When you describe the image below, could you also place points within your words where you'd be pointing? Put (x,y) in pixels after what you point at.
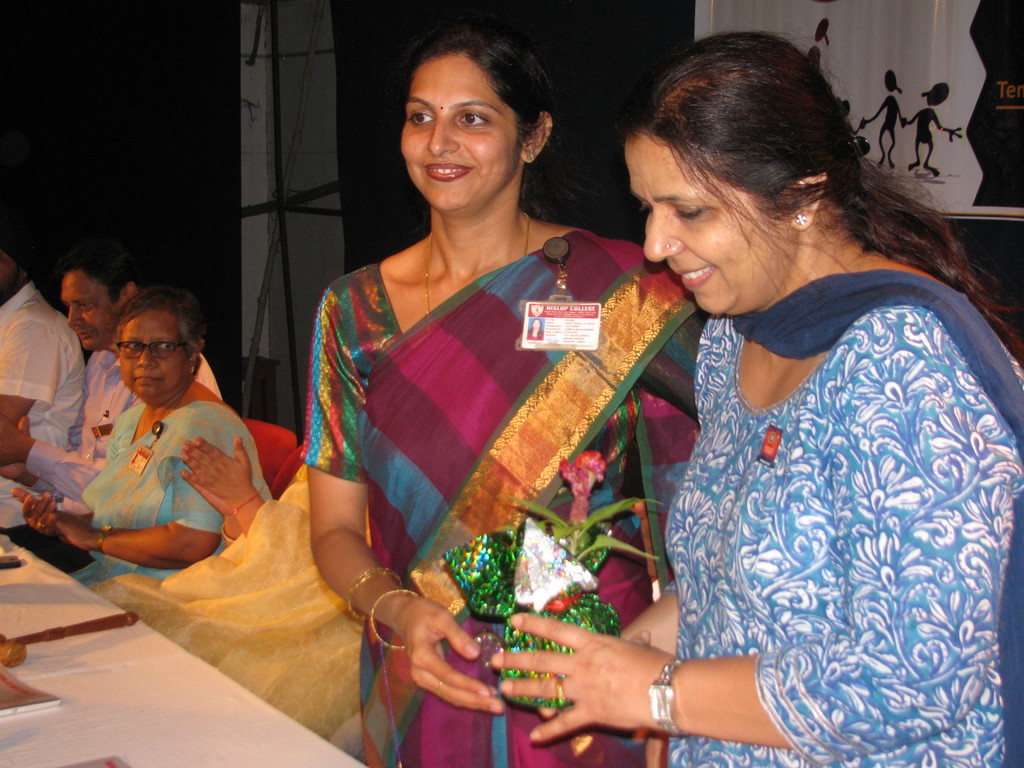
In this image we can see two women (588,429) are standing. One woman (582,682) is wearing blue color dress (836,583) and holding a gift (590,618) in her hand (608,672). The other woman (474,356) is wearing traditional dress (464,385) and we can see ID (555,310) on her shoulder (551,293). In the background (204,201), we can see bamboo pole (268,278), banner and black color curtains (213,174). There are people (20,390) sitting on the left side of the image (240,585). We can see a table (142,694) in the left bottom of the image (123,711). On the table (120,731), we can see few objects (15,689).
